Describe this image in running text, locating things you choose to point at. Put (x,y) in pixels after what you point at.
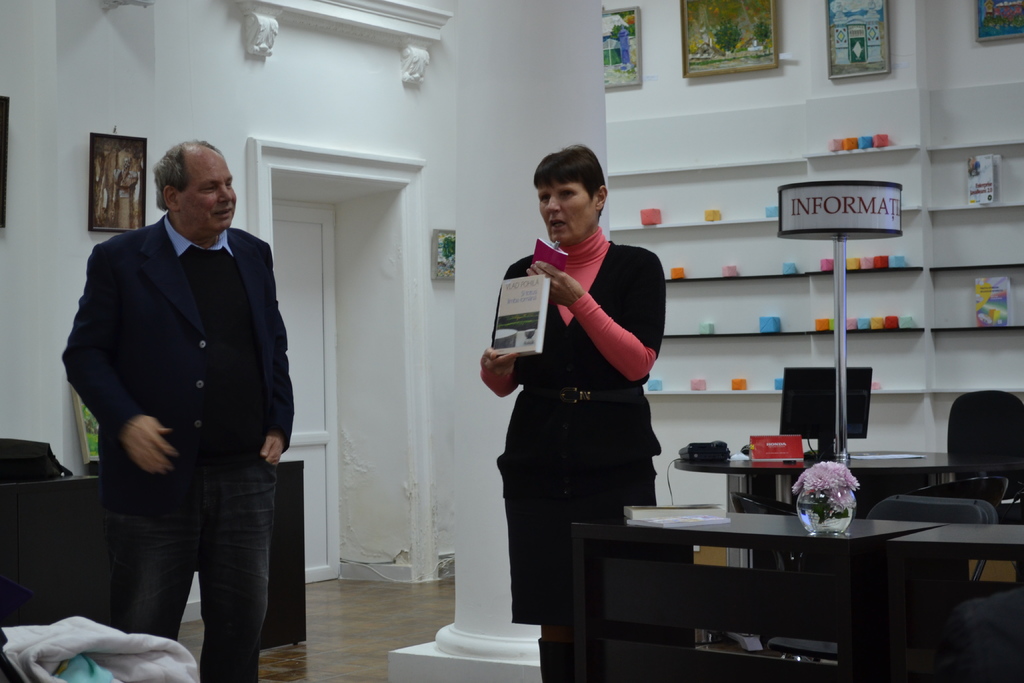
In this image the man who is standing at the left side of the image (231,642), watching to the lady (553,680) who is standing in the middle of the image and saying something towards facing the front direction by holding the book (507,291) in her hand (564,296), there is a portraits (984,18) above the wall (663,87) in the image and there is a white color door (300,379) at the left side of the man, there is a black color tables (872,557), chairs (873,516) in the image and there is a small flower pot (799,489) on the table (793,528), there is a landline phone (721,449) which is placed on the table (702,470) behind the lady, there are colorful cubes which are kept in the shelves (664,226) in the image.
